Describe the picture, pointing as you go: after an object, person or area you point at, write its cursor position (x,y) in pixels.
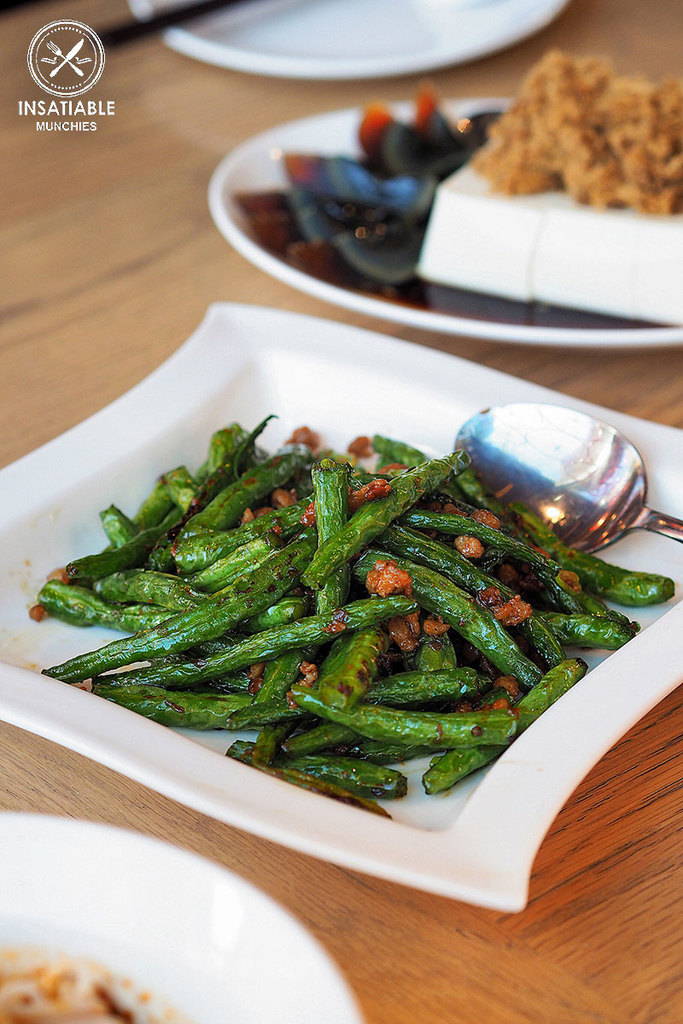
In this image we can see some food item (230,625) on the plates (87,521), there is a spoon (519,479) on one plate (580,749), which are on the wooden surface (80,170), also we can see the text (72,104) on the image.
